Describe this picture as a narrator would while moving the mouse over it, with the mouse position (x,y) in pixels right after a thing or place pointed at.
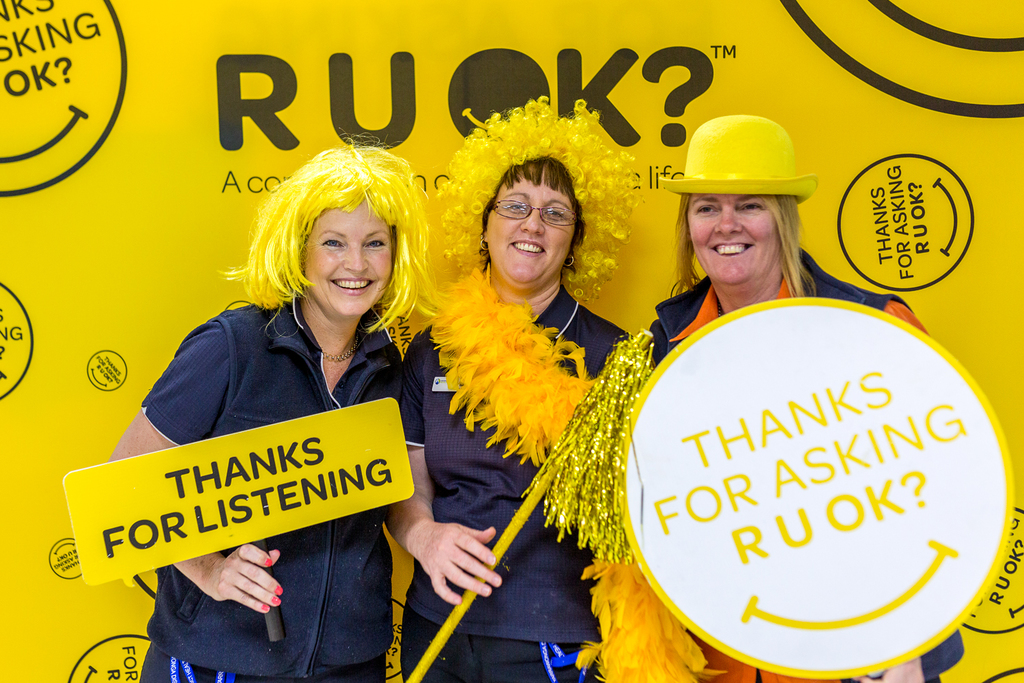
In this picture we can observe three women (544,432) standing. Three of them were wearing headgear (486,181) which were in yellow color. All of them were smiling. Two of them were holding boards (790,508) and the other was holding a stick (515,518) in her hand (493,573). In the background (80,303) there is a yellow color wall (137,185) on which we can observe black color words (339,110).
